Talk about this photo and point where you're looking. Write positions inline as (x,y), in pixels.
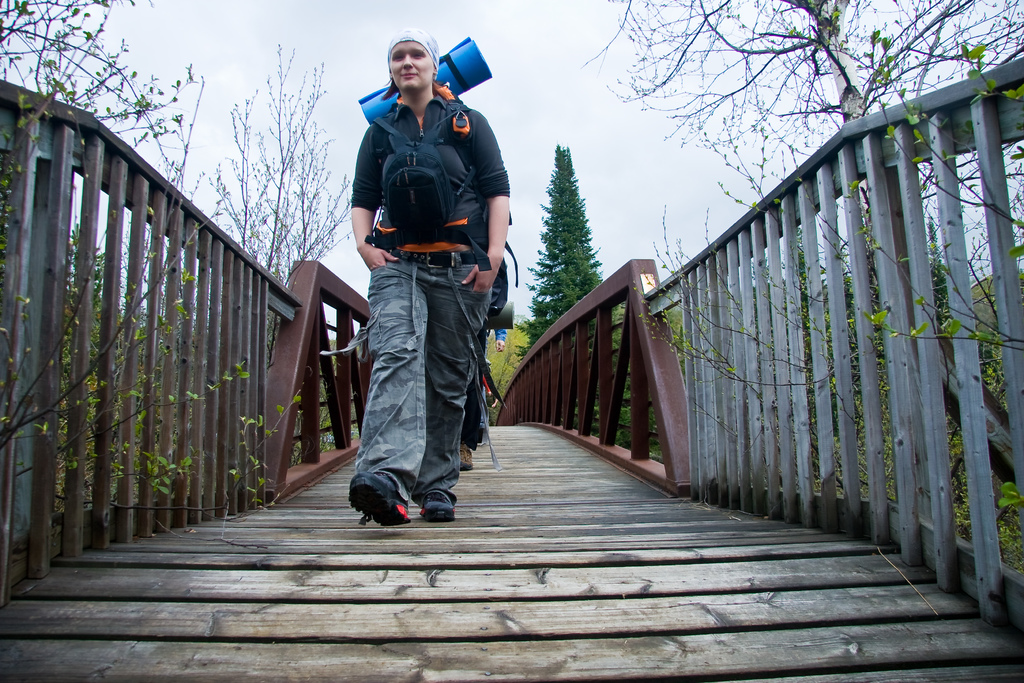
In this picture there is a woman (372,304) in the center of the image (361,229) who is walking on a bridge (571,407) and there are other people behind her, there are boundaries (596,361) on the right (860,473) and left side of the image (75,500), there is greenery (995,310) in the image.
